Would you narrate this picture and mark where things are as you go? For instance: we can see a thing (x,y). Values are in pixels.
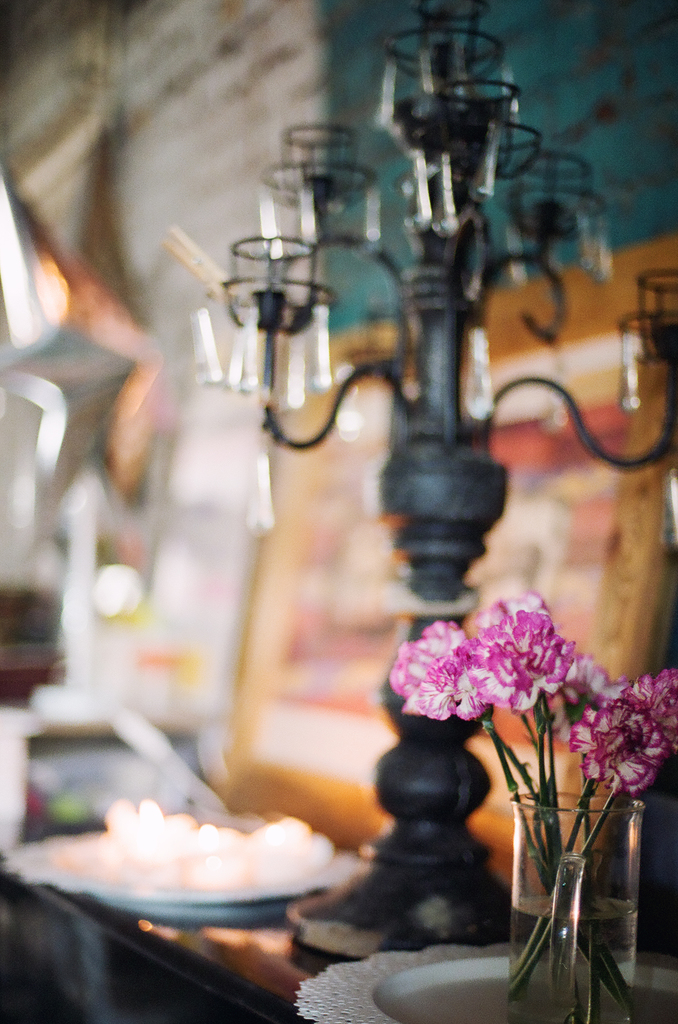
In this image I can see the white and pink color flowers (455,707) in the glass vase (534,980). The glass (514,999) is on the white color plate (447,1009). To the side I can see the candle stand (402,931) and few more objects (251,863). These are on the table (246,954). I can see the blurred background (14,171).
